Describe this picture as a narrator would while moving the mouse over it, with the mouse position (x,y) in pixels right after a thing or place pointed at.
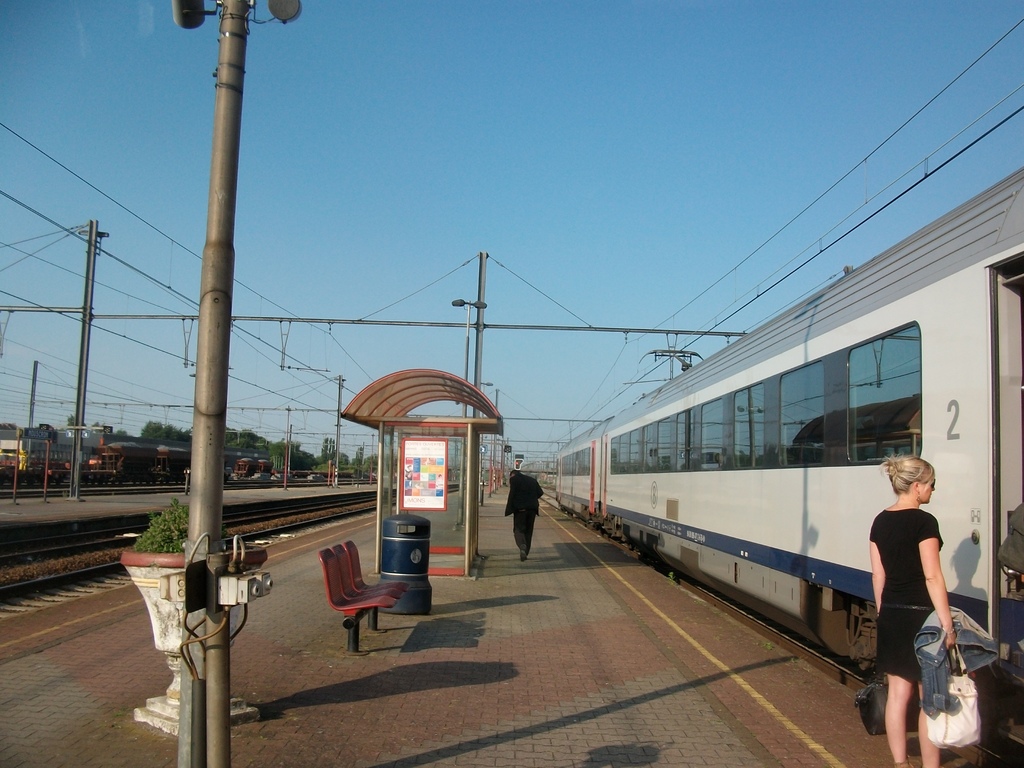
This image is taken in a railway station (398,465). At the top of the image (438,94) there is a clear sky (383,89). At the bottom of the image (514,677) there is a platform (587,624). On the right side of the image (877,391) there is a train (808,524) on the track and a woman (909,608) is standing on the platform (295,550) and she is holding a few luggage (937,742) in her hands (941,631). On the left side of the image (50,450) there are a few trees (150,432), a building (71,435) and a few poles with wires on the platform (115,501) and there are two tracks (26,593). In the middle of the image (475,342) there is a pole (220,83), there is a pot (157,559) with a plant (174,534). There are a few chairs (373,589), a dustbin (418,527) and a man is walking on the platform (546,540).
